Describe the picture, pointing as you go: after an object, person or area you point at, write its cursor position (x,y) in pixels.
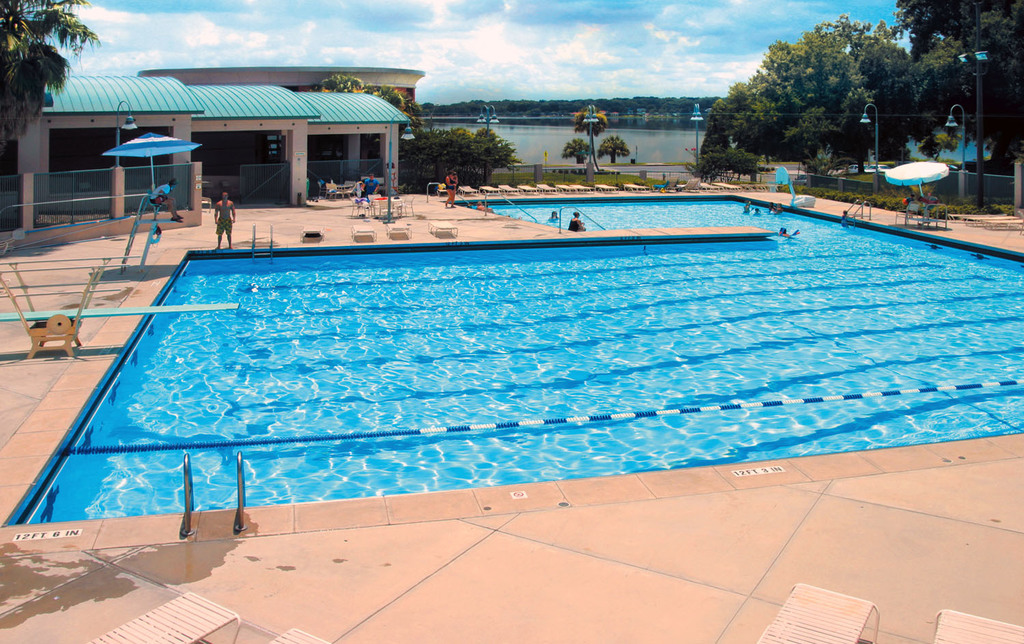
In the picture we can see a swimming pool (170,507) around it, we can see a path (567,583) with some people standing and some trees (22,96) and grass surface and in the background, we can see a house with some pillars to it and behind it we can see a water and far away from it we can see a tree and sky (715,60) with clouds (144,27).
